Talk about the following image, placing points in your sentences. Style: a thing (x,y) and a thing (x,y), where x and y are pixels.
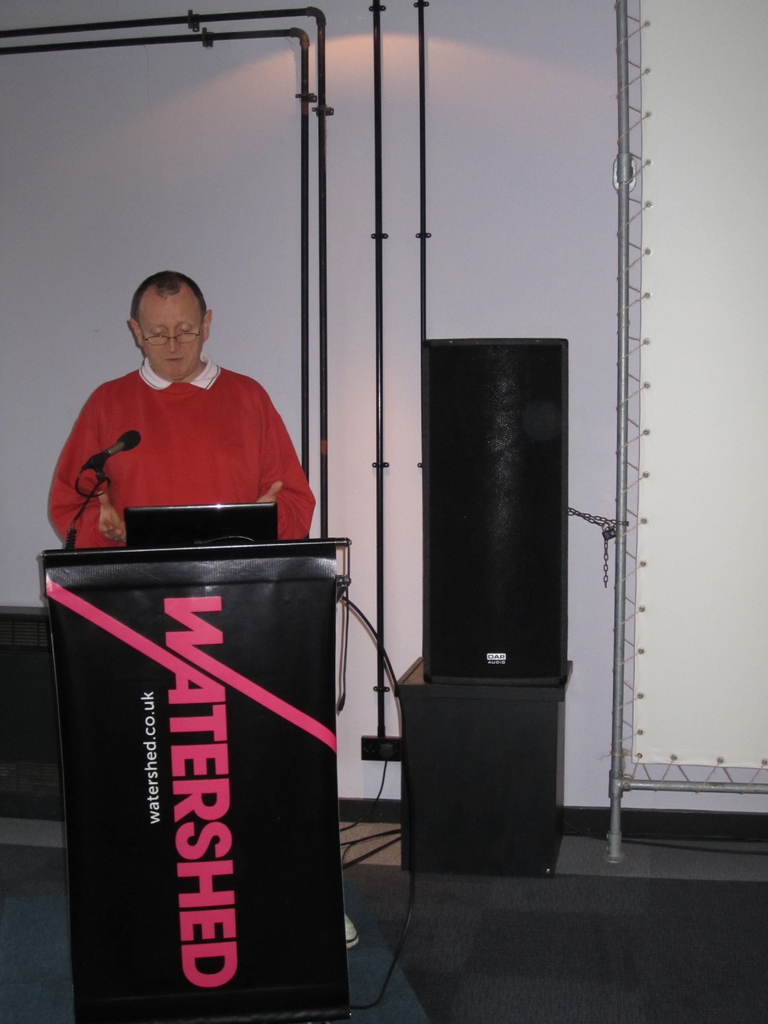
In this image there is a person (243,473) standing in front of dais (217,817) and on top of it there is a mike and laptop (218,519). Beside the person (293,496) there is a table (500,752) and on top of it there is a speaker (506,398). At the background (218,133) there is a wall (433,82).
